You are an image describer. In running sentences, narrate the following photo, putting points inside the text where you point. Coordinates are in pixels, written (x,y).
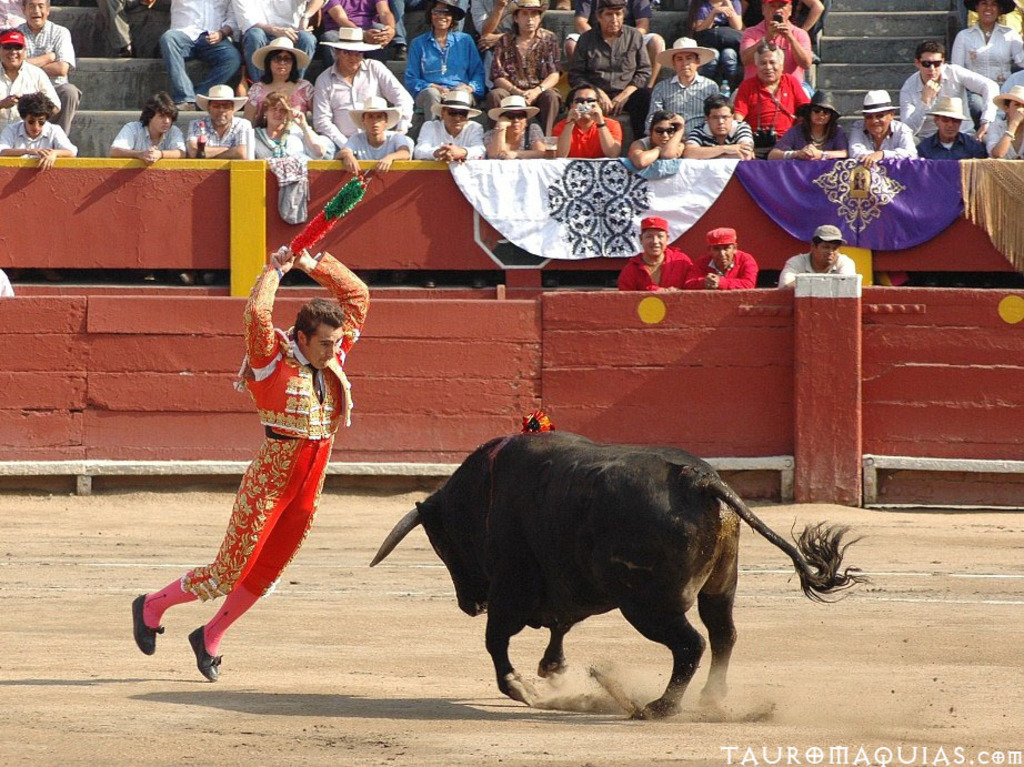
In the image we can see there is a bull (564,570) standing on the ground (386,723) and there is a person (287,351) holding a stick (359,199) in his hand (287,255). Behind there are spectators (779,38) sitting and watching them and they are wearing hats (536,112).
